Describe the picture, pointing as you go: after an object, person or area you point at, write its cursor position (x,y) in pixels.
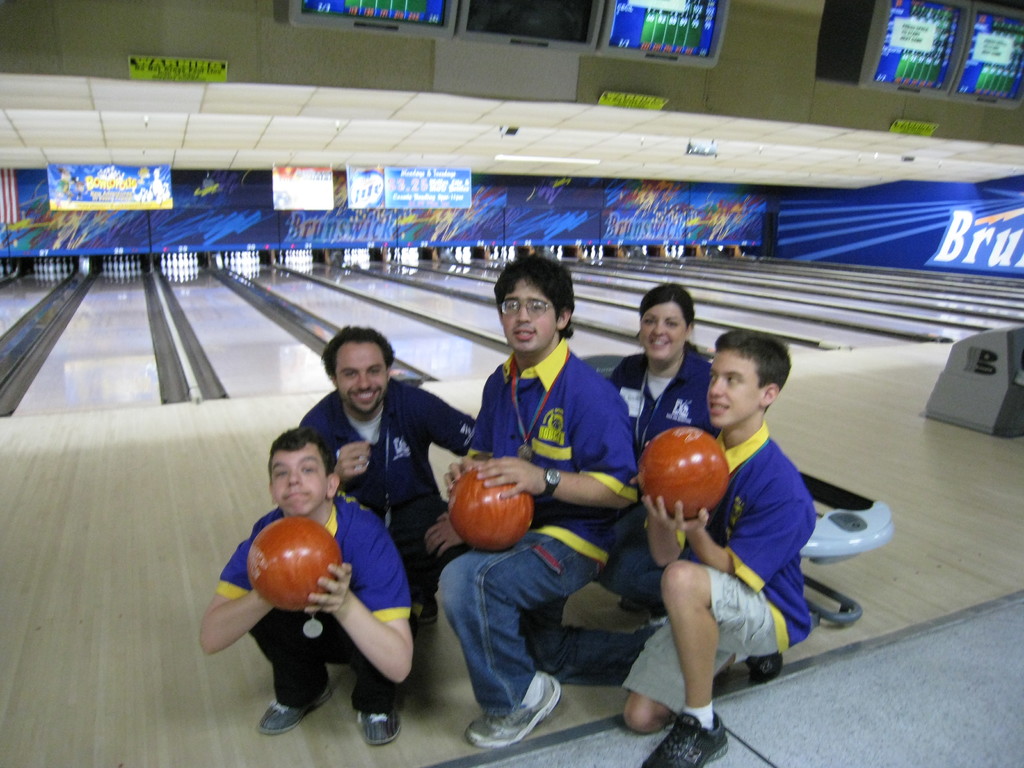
In the center of the image (646,375), we can see people (646,446) bending on their knees (678,584) and some of them are holding balls (645,482) in their hands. In the background (410,187), we can see a building (739,151) and at the bottom (148,558), there is a floor (120,661).
